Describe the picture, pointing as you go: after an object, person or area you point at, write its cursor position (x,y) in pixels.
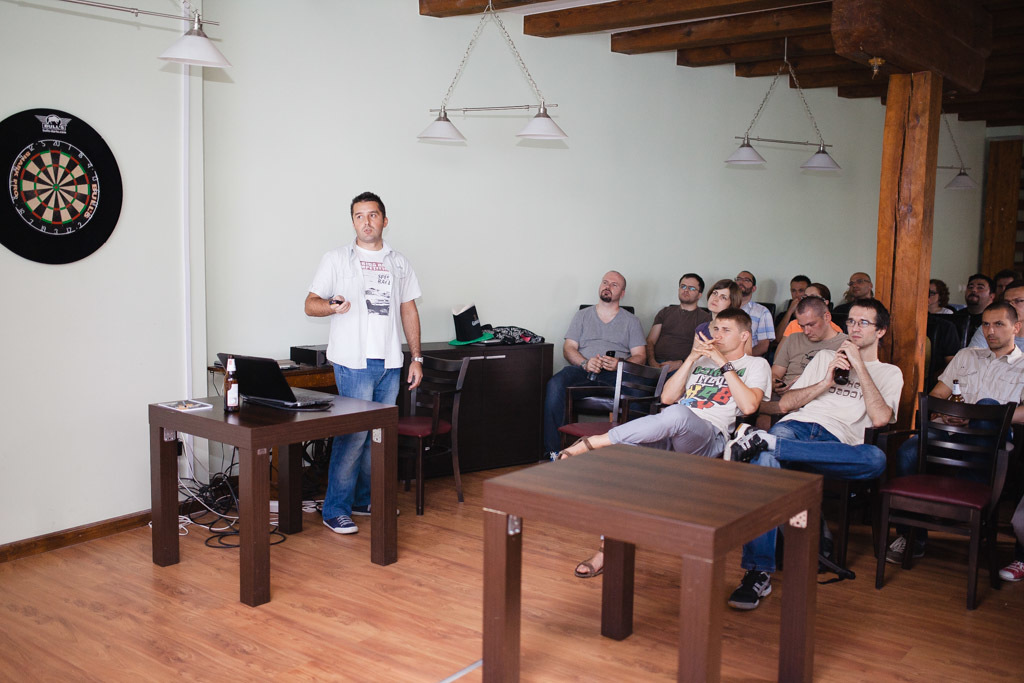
In this picture we can see some persons (878,322) are sitting on the chairs (914,487). These are the tables (512,508). On the table (297,439) there is a laptop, and bottle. Here we can see a man (368,203) who is standing on the floor (360,640). This is wall (285,117) and these are the lights (438,117).
